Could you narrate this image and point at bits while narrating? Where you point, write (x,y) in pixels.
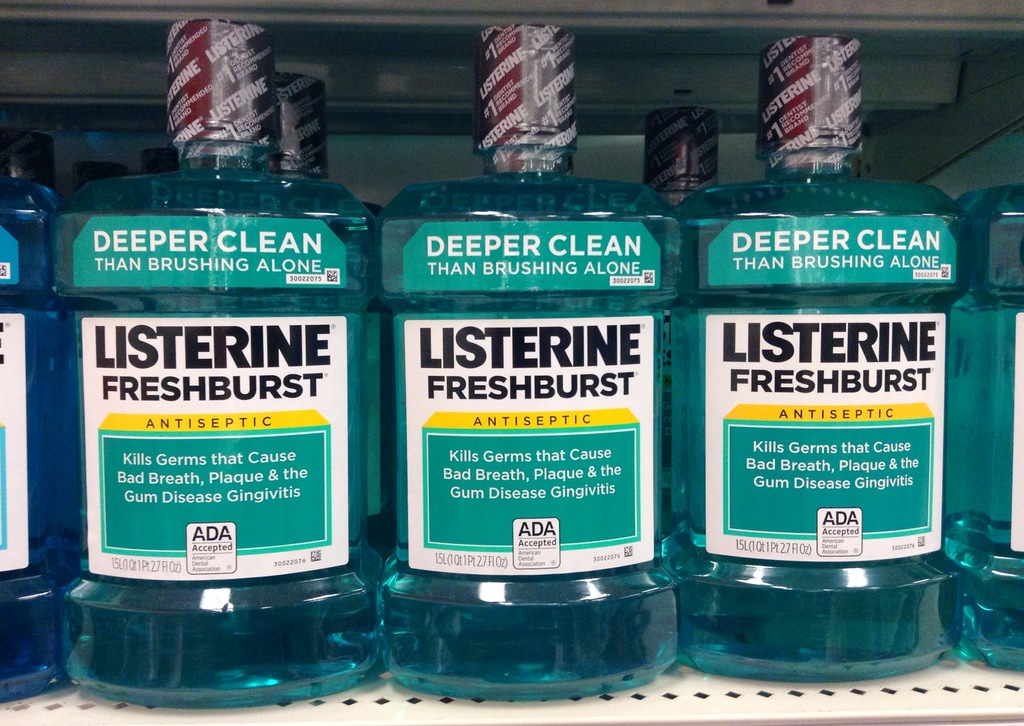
In this image I see number of mouthwash (997,347) and they are of green and blue of color.
